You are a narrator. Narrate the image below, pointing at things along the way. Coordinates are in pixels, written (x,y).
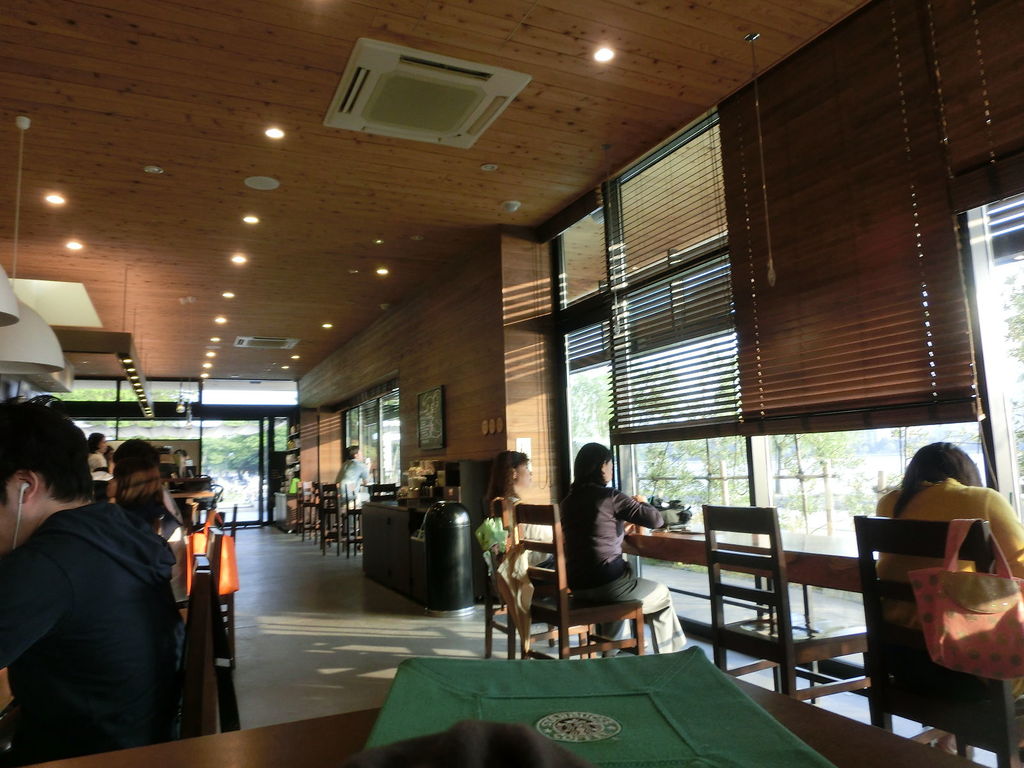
this picture a restaurant (427,503) where all the people (21,452) seated on the chairs (516,544) and we see blinds (890,137) to the windows (583,411).
